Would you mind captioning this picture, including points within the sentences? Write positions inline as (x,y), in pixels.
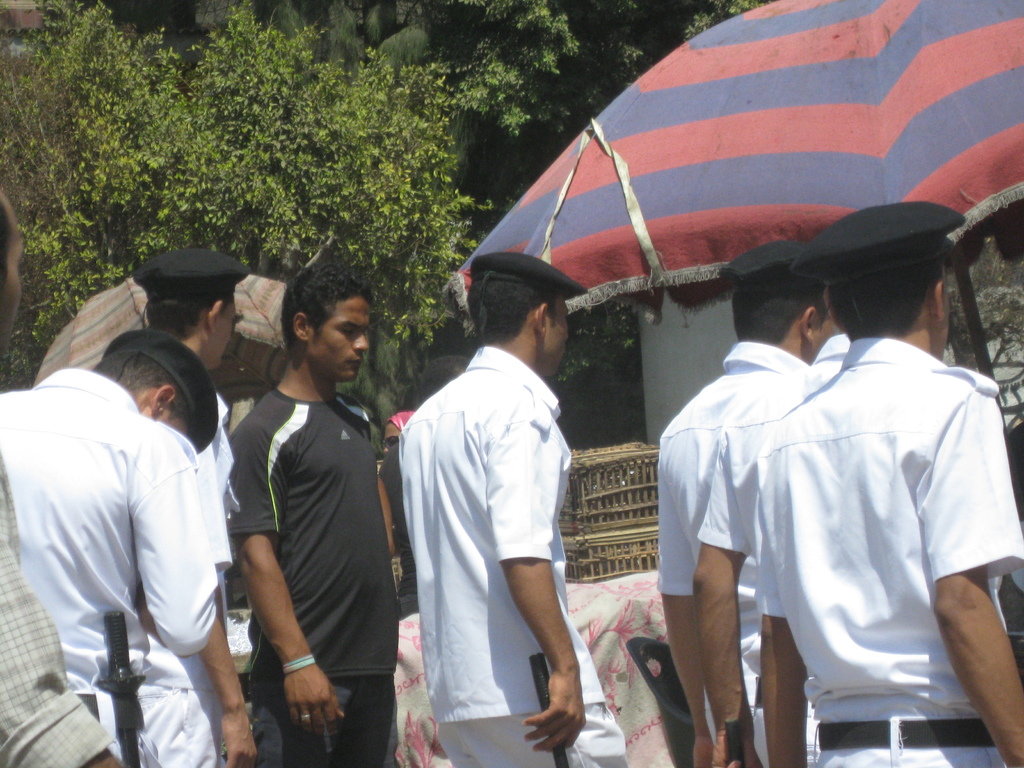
In the picture I can see people (459,566) are standing among them some are holding objects (560,757) in hands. I can also see the person (310,434) in the middle (349,417) is wearing black color clothes (314,570) and other people (870,403) are wearing white color clothes (772,579) and hats (124,348). In the background (697,189) I can see trees (473,181) and some other objects (651,518).
